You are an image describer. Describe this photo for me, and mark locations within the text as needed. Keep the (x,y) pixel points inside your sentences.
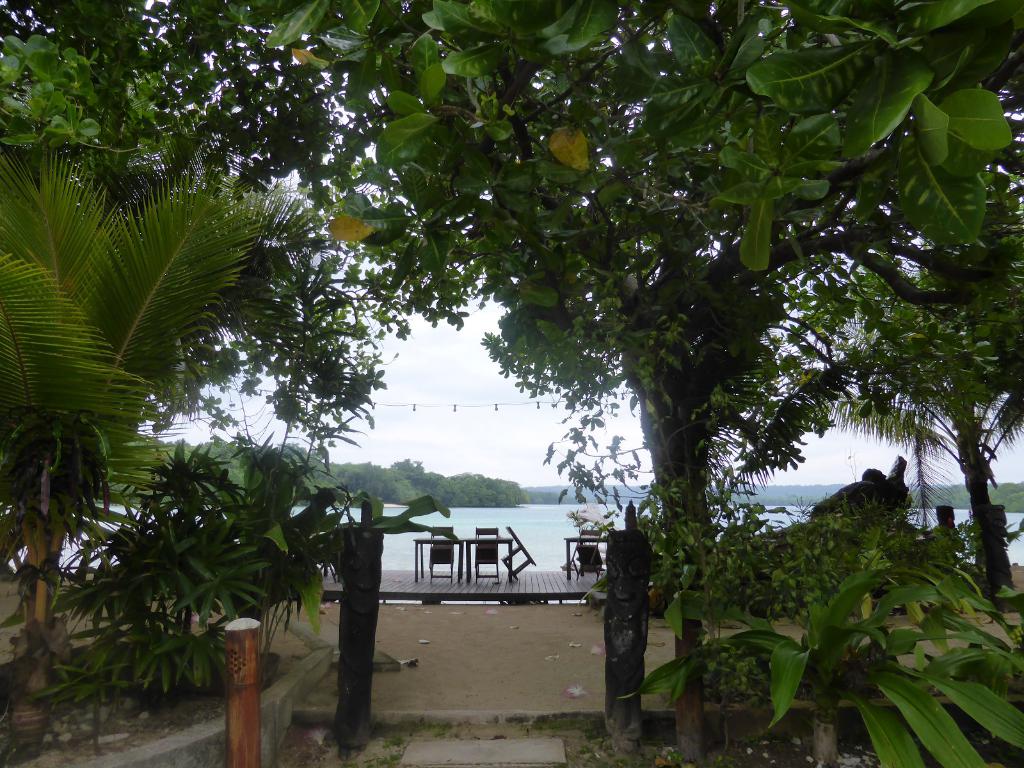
Here we can see trees (500,201) and plants (411,529). Far there are trees (372,479), chairs (491,543), table (478,542) and water (553,517).
